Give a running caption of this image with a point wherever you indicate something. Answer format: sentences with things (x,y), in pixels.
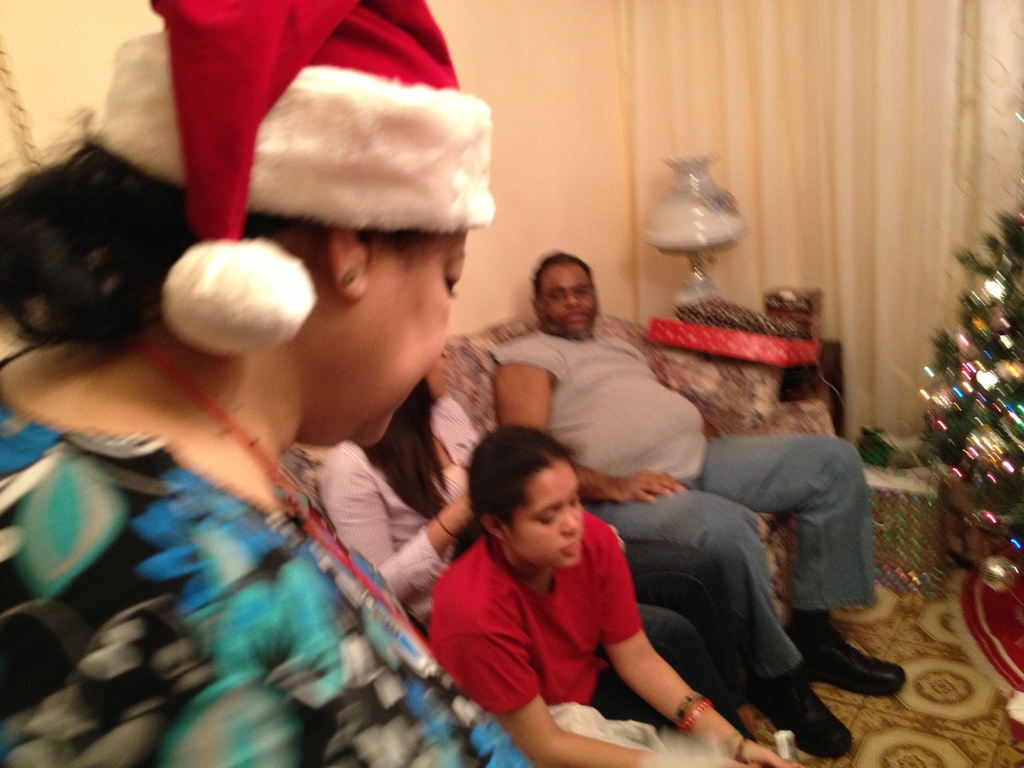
In this picture I can see a woman (57,168) in front (358,20), who is wearing a red and white color cap (323,92). In the middle of this picture (351,506) I can see 2 women (479,473) and a man (538,378) who are sitting on a sofa (631,326) and I can see a lamp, few gifts (740,350) and a Christmas tree (1005,279). In the background (942,266) I can see the curtains (987,64) and the wall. I can also see the decorations (997,404) on the Christmas tree (961,385).
